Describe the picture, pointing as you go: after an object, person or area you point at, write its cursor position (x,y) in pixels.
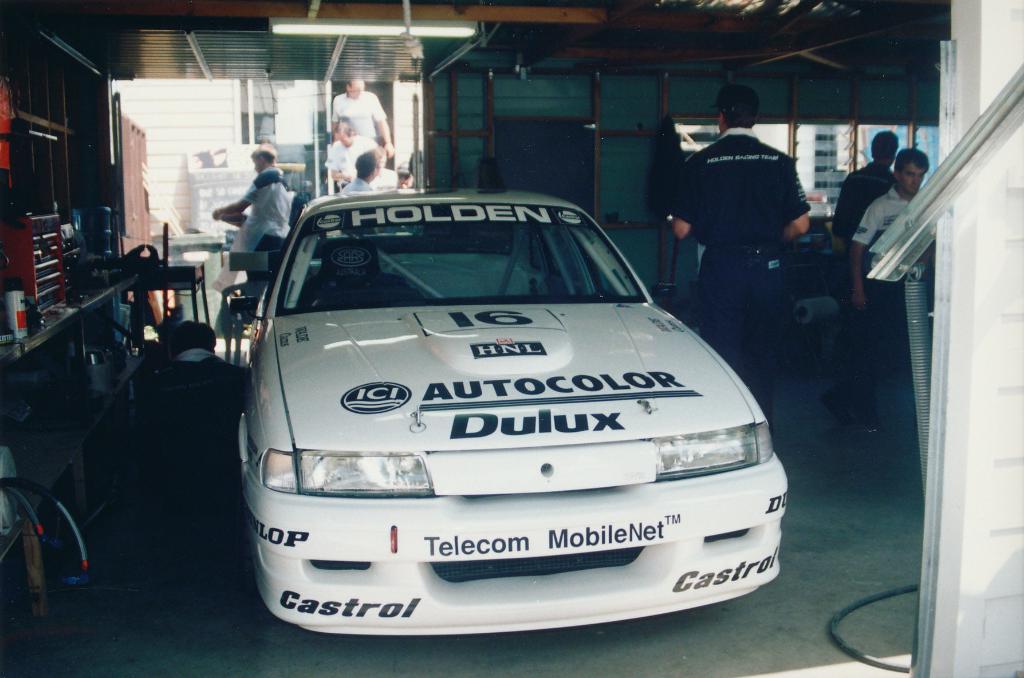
There is a white color vehicle (436,231) on the floor (715,665). on the left side (187,454), there is a person (168,374), there are some objects (57,227) on the shelves (68,316). On the right side (938,233), there are persons (736,104) standing, there is white wall (1000,416). In the background (471,127), there is a light (465,22) attached to the roof (480,16) and there is a building (200,119).
